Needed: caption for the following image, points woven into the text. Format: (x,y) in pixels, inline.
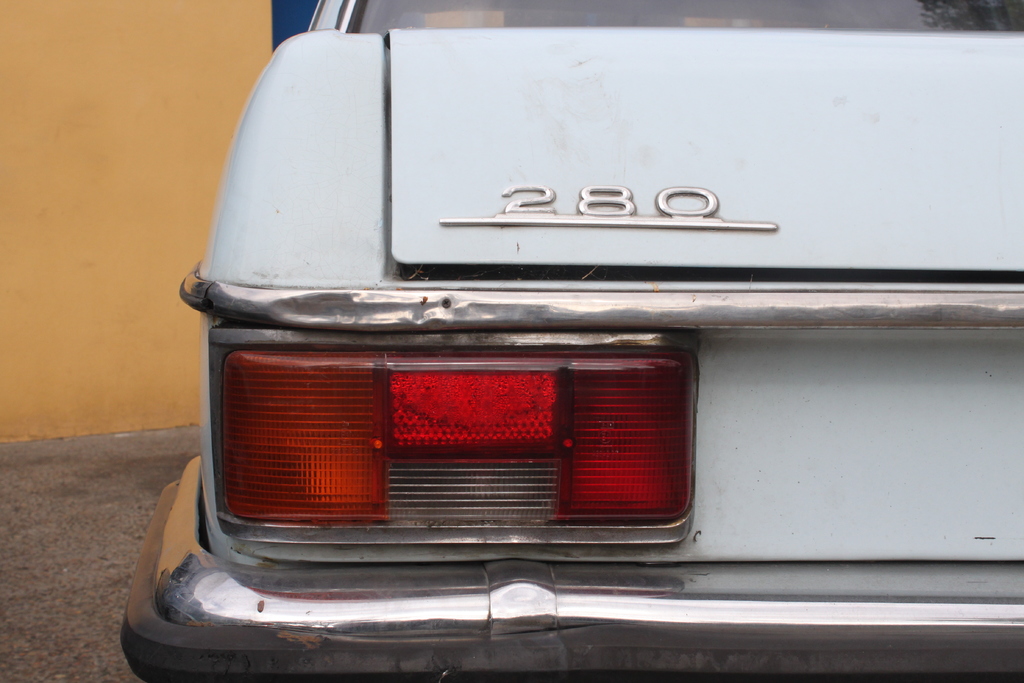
In the image there is a car (432,378) on the road (64,656) in front of the wall (150,175).
